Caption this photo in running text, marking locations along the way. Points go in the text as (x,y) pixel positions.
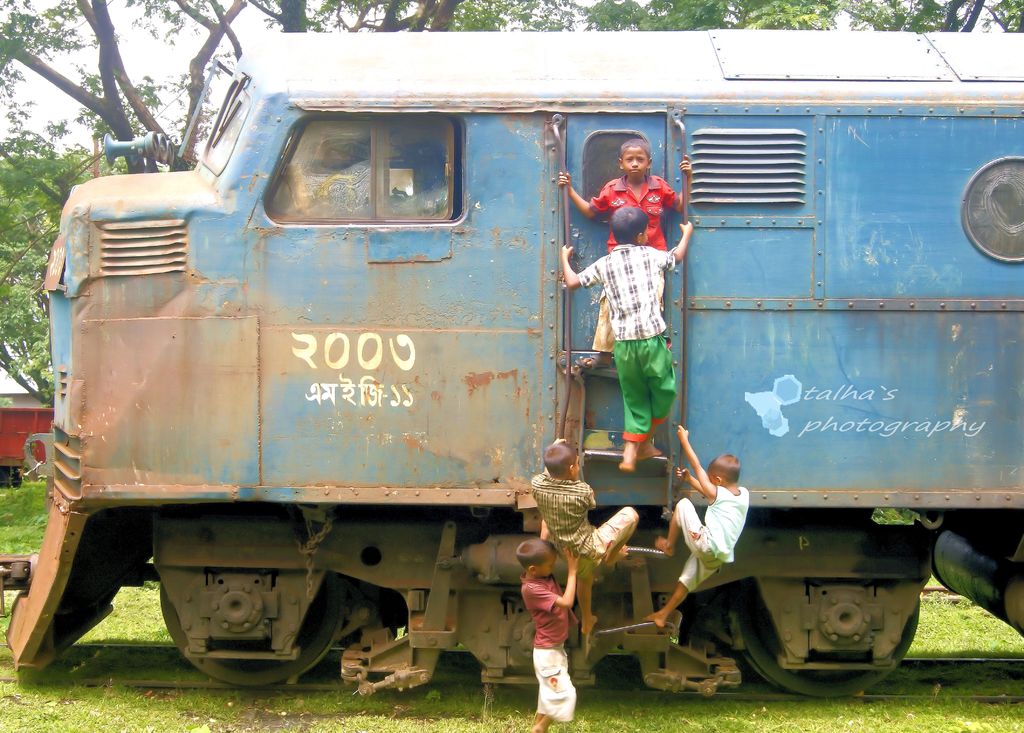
In this picture we can observe an old rail engine (375,301) on the railway track (88,678) which is in blue color. There are some children (614,302) climbing the ladder (637,463) here. In the background (101,101) there are trees (367,22) and a sky (120,97).
